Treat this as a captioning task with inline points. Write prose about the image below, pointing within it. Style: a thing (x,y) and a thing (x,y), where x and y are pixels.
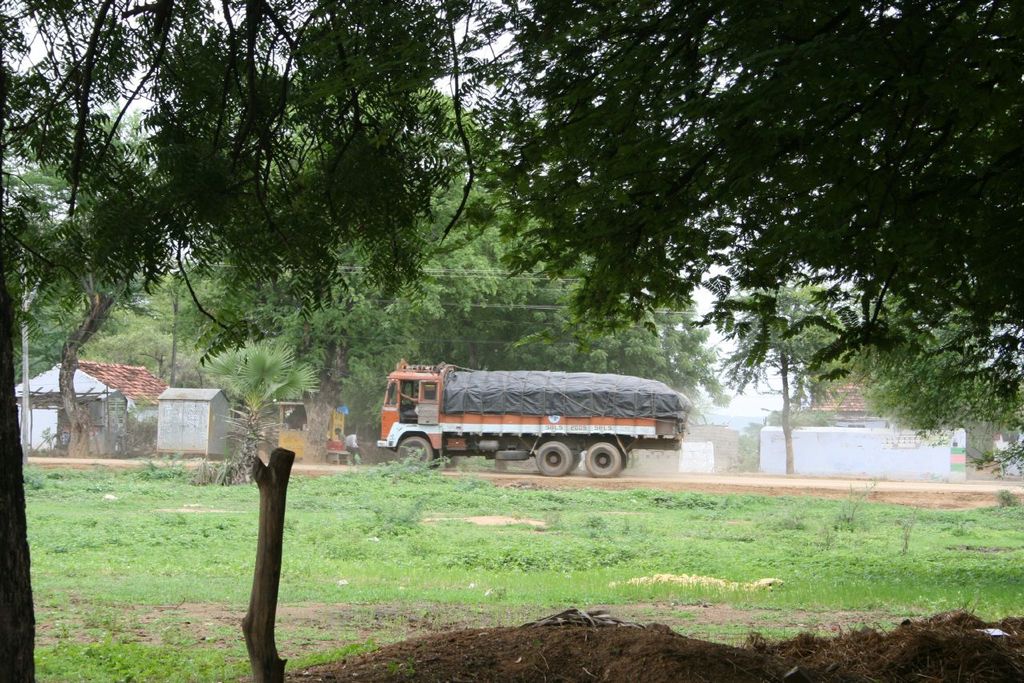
In this image I see the grass (390,545), small plants (404,533) and I see the soil (426,616) over here and I see the trees (332,164). In the background (499,422) I see the truck (414,377) on which there is a black cloth (557,385) on it and I see 3 persons (408,414) and I see few houses (146,394) and I can also see the trees (489,215) over here and I see the sky (589,176) and I see the wall (849,455) over here.
